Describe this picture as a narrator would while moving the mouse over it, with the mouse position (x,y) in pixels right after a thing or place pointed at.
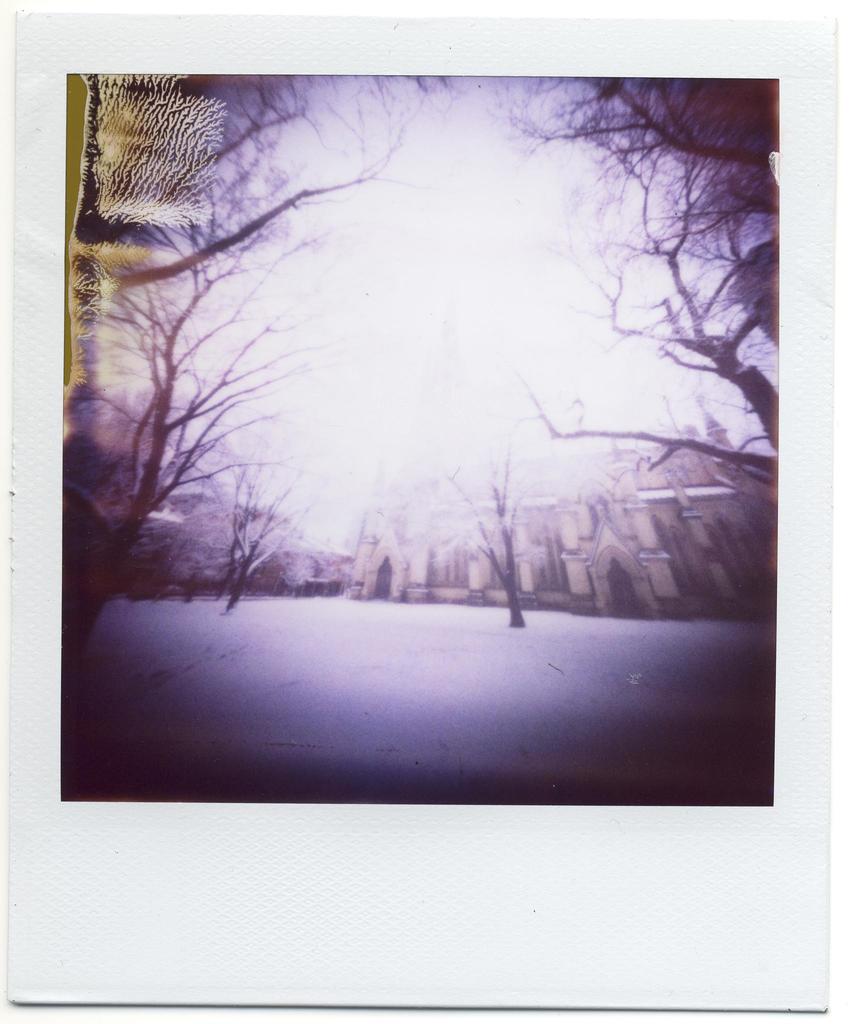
In this picture we can see a photo (307,566) and in the photo (473,628) there is a building (446,541), trees (182,566) and a sky (441,303).
